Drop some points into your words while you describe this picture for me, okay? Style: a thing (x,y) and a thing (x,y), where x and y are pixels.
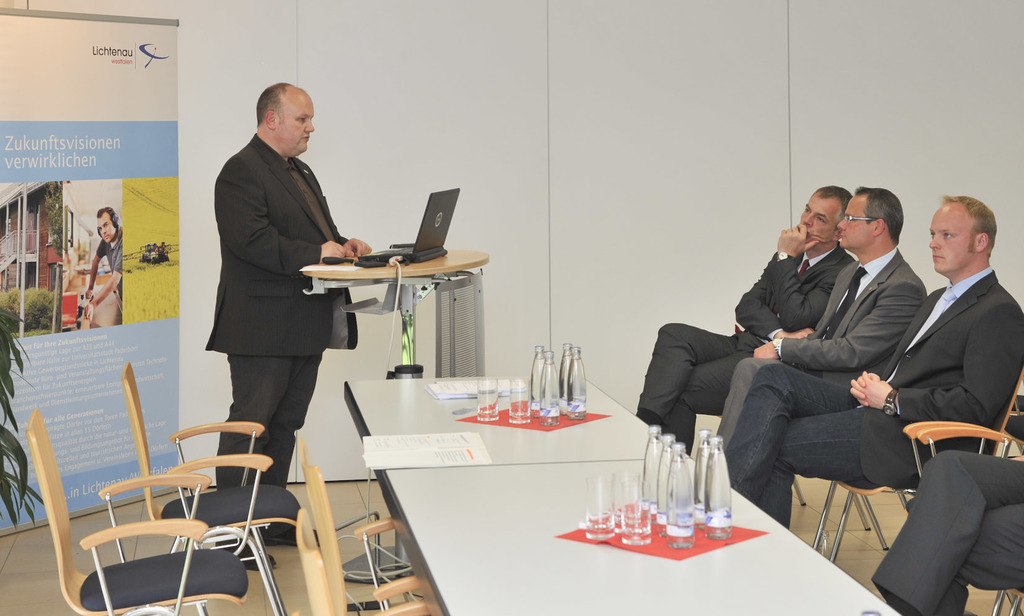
In this picture we can see man (254,299) standing at table (364,283) with laptop (433,199) on it and looking at this four persons (813,254) sitting on chairs (966,427) and in front of them on table (525,470) we have bottles (549,374), glasses (492,419), papers (441,456) beside to them we have chairs (202,524), banner (152,148), wall (777,109).
